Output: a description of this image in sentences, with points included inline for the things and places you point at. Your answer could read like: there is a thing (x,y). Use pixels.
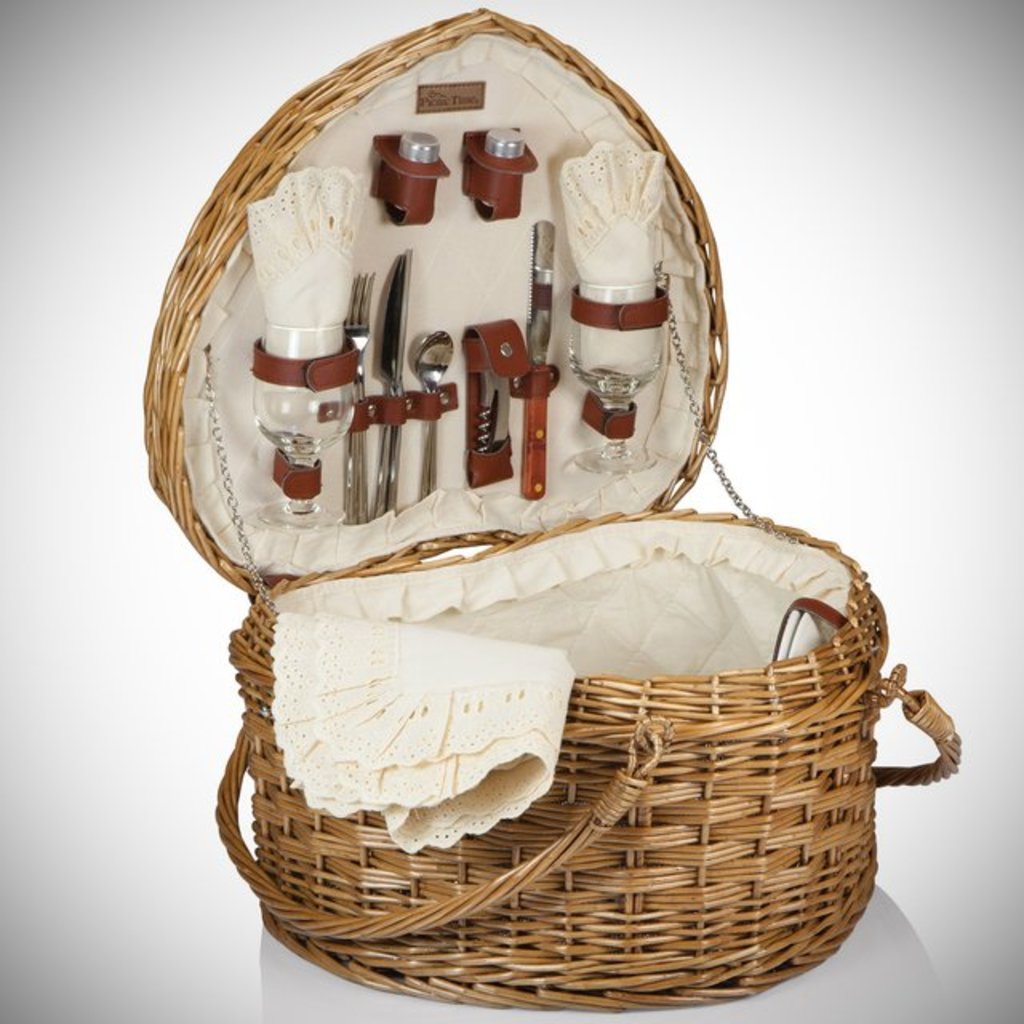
The picture consists of a basket (778,926), In the basket (599,801) there are glasses (299,399), spoons (426,338), knife (400,316), fork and cloth (529,568). The picture has white surface (38,969) and background (850,107).
